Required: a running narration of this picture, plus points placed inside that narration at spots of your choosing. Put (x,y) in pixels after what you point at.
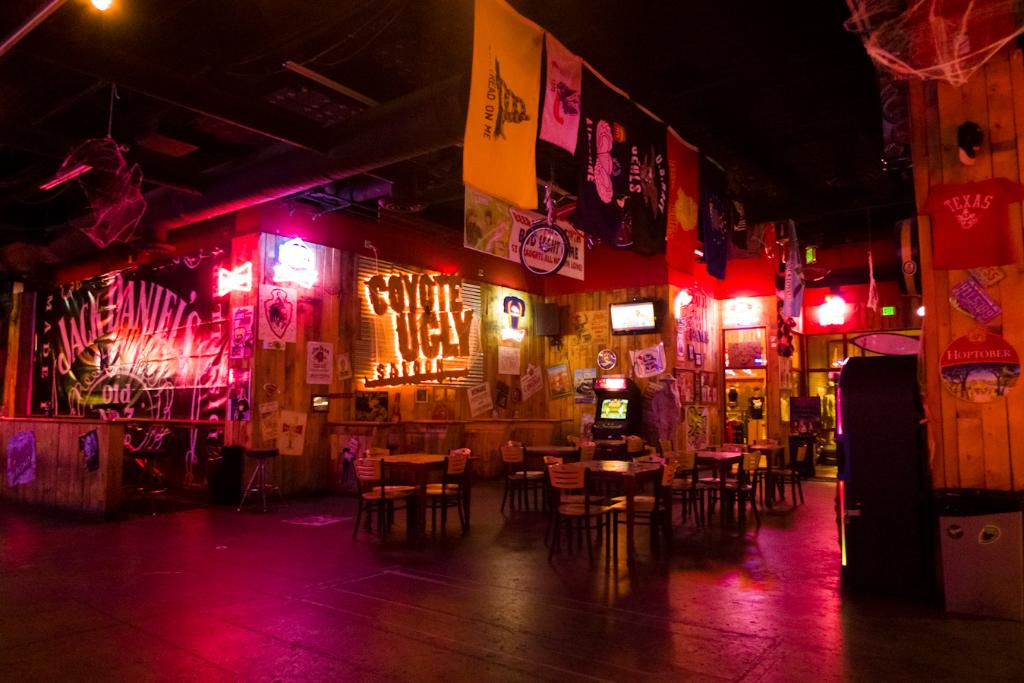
In this picture I see the inside view of a building (634,271) and I see the floor (622,594) in front (569,601). In the middle of this picture (586,443) I see number of chairs (659,498) and tables (571,445). In the background (124,360) I see number of banners (487,223) and posters (496,240) on which something is written and I see the lights (685,310).
